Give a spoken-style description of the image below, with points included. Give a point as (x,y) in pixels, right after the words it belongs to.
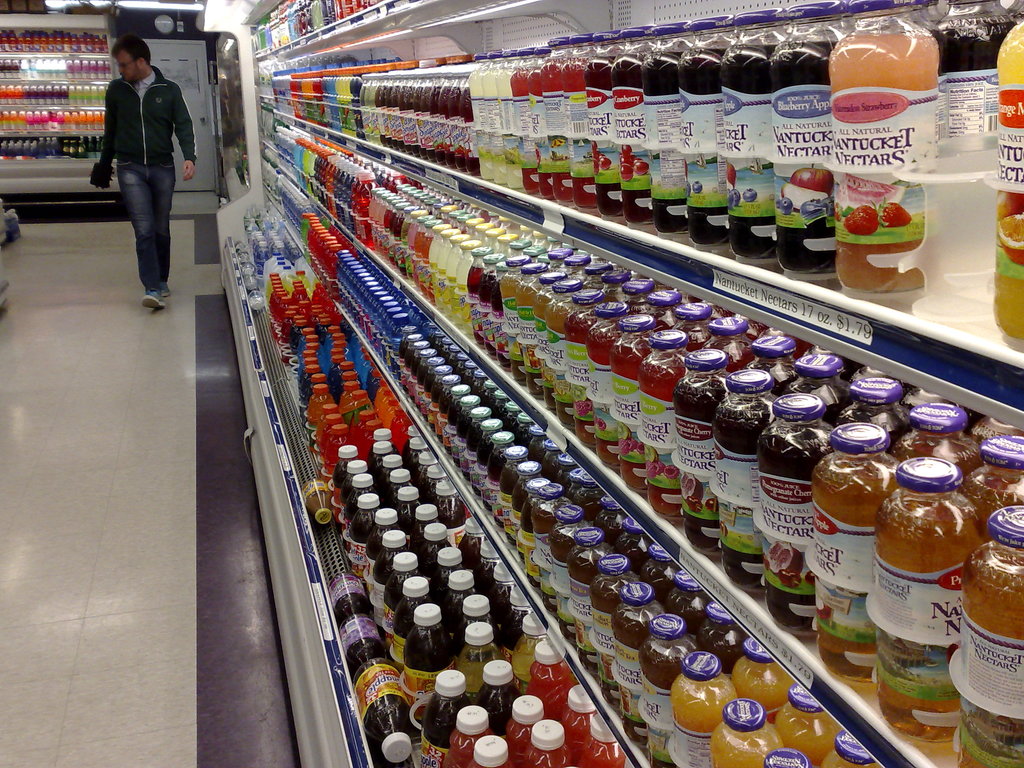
In this picture we can see a man (123,177) is walking on the floor (124,410). On the right side of the picture (943,600) we can see preservative drinking bottles (410,122) in the racks (435,323).
